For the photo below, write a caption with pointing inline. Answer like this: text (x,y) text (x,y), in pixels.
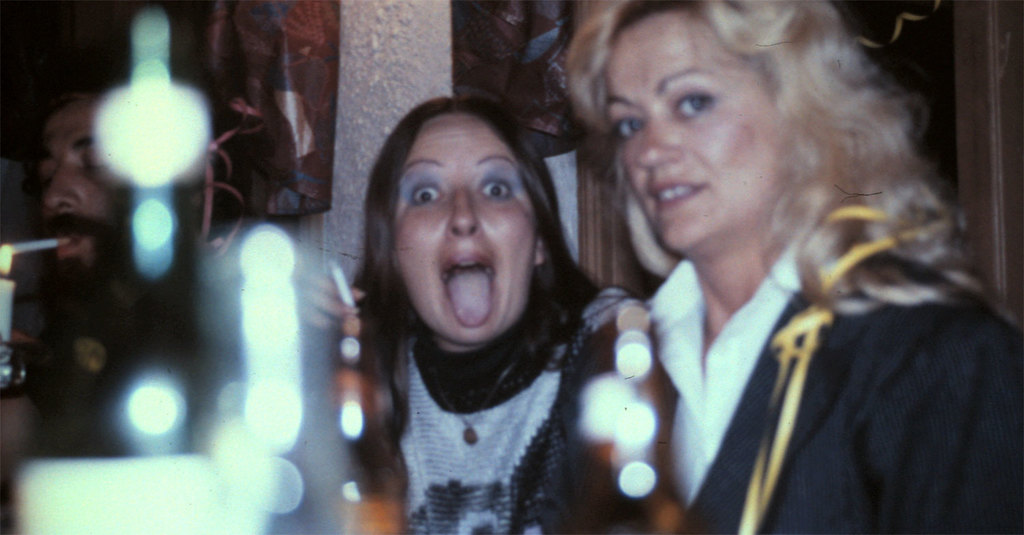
In this picture we can see two women (684,353) and a man (112,252) in the front (109,251), on the left side (8,318) there is a candle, this man (72,250) is smoking a cigarette (42,248), there is a dark background.
